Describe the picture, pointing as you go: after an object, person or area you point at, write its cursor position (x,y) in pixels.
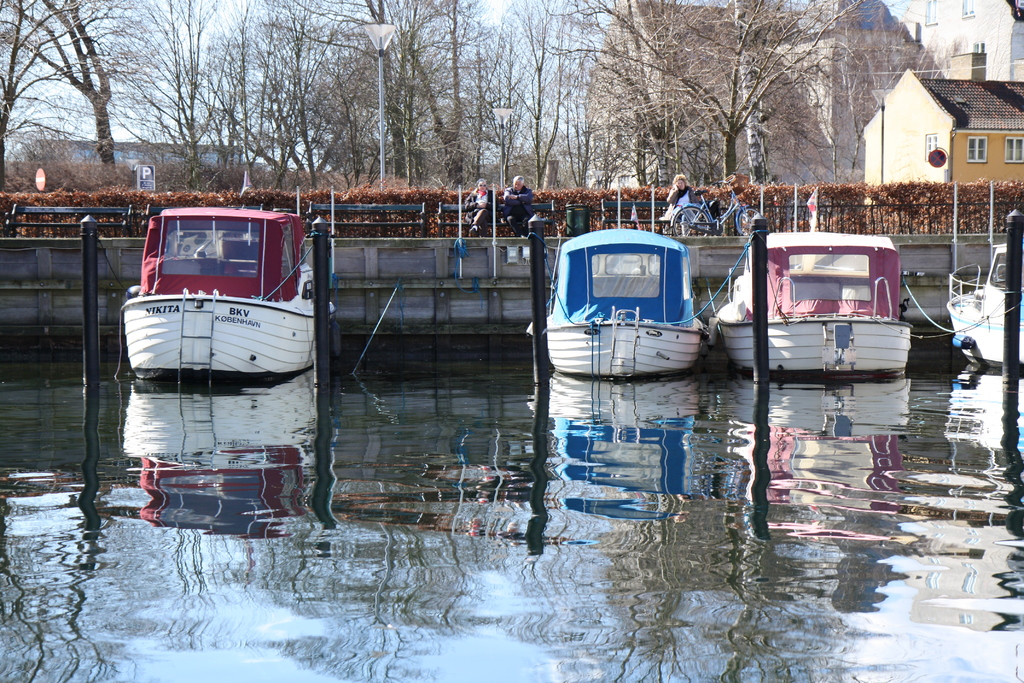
In this image we can see boats (190,330), poles (325,321). At the bottom of the image (544,530) there is water (618,498). In the background of the image (592,151) there are trees (522,103), houses (992,169), light poles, people (469,200) sitting on bench (456,208), plants (438,206). There is a bicycle (712,225).
